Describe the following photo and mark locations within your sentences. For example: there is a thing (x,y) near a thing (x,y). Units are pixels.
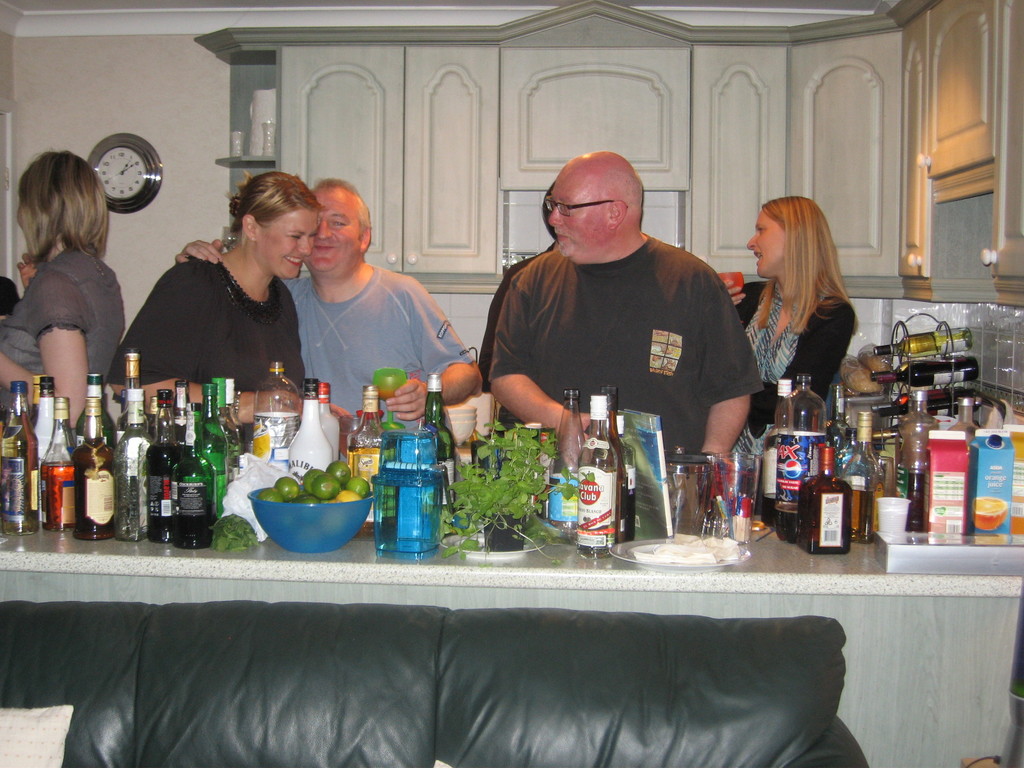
It is a room (932,309) where so many people (370,297) are there, in front of them there is one countertop (128,549) where number of wine bottles (173,482) are placed and there is a small plant (485,521) and a bowl (295,520) full of fruits (315,495) and one plate (684,564). in front of the countertop (517,584) there is a sofa (298,663) which is in black colour. Behind the people (212,287) there is a wall (110,218) having a clock (152,170) on it and there are shelves (428,193) behind them. A person (566,208) in the middle of the picture (583,325) is wearing a black t-shirt (592,321) and glasses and a woman (190,355) is in the black dress (217,337) and in the left corner of the picture (32,313) the woman (44,326) is in ash colour dress (96,332) and in the right corner of the picture (801,372) a woman (786,357) is wearing a black coat (816,354) and having something in her hands (736,290) behind her there is a small wine rack (914,361).
